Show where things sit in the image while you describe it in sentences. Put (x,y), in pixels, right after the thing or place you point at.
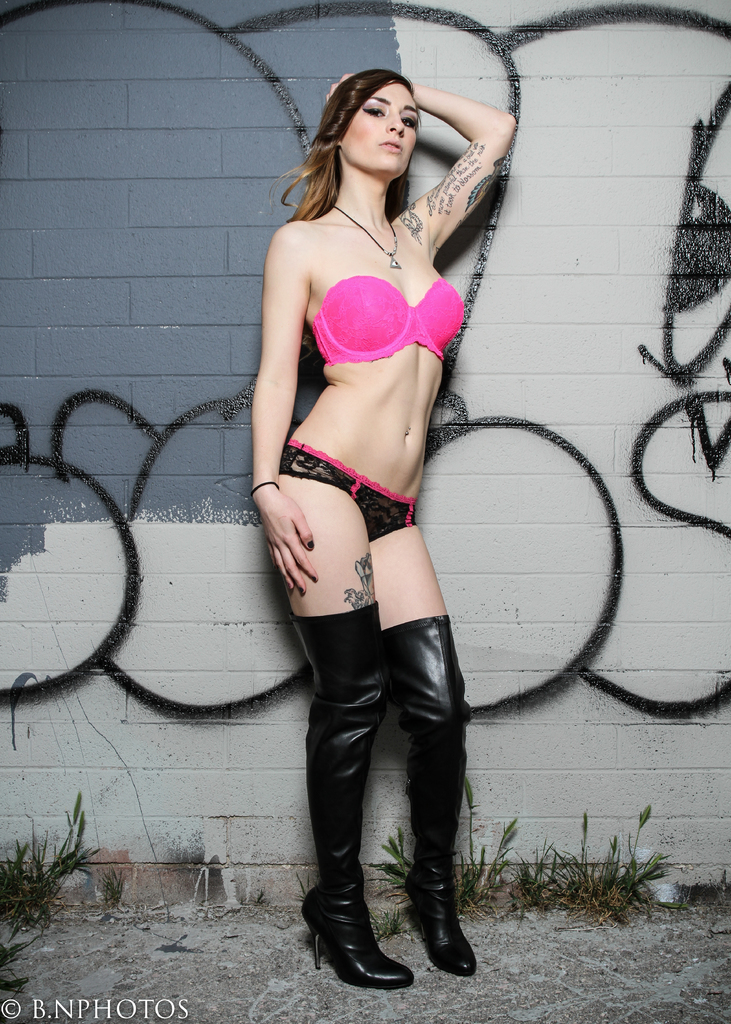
In this image a woman (325,638) is standing on the land (65,951) having few plants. Behind her there is a wall (95,515).
